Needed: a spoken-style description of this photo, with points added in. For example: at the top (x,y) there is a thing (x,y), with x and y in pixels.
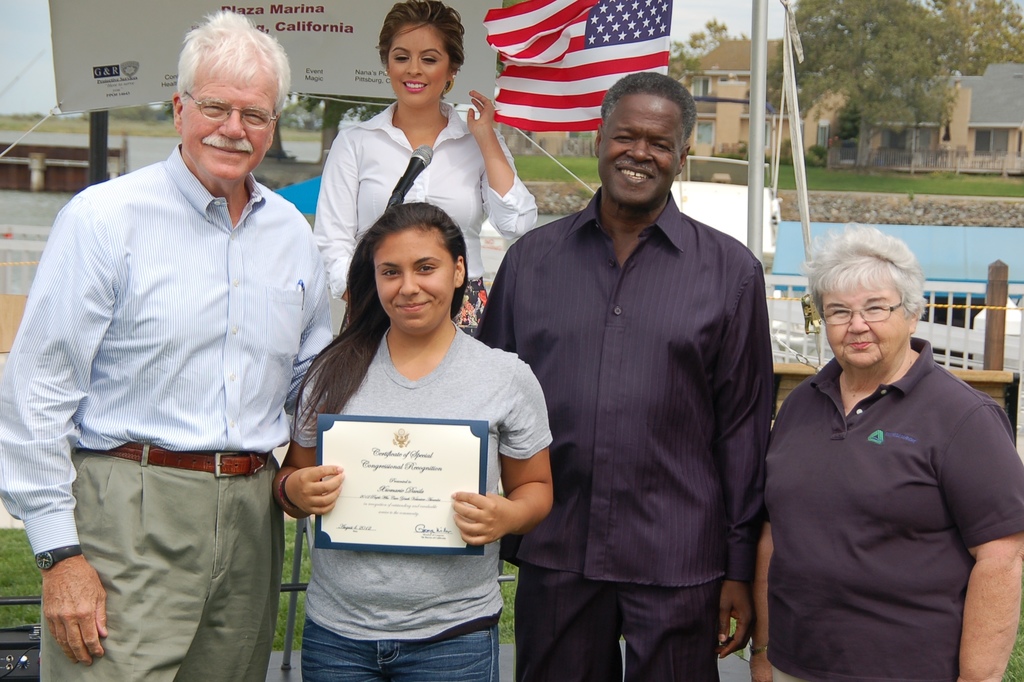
This image consists of five persons (398,578). In the front (376,518), the girl (378,557) is holding a frame (371,478). In which there is a text (444,518). In the background (64,68), we can see a flag (516,99) and a banner (490,57). On the right (993,151), we can see building (963,141) along with trees (803,100). And there is green grass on the ground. At the top (16,69), there is sky (721,9).
